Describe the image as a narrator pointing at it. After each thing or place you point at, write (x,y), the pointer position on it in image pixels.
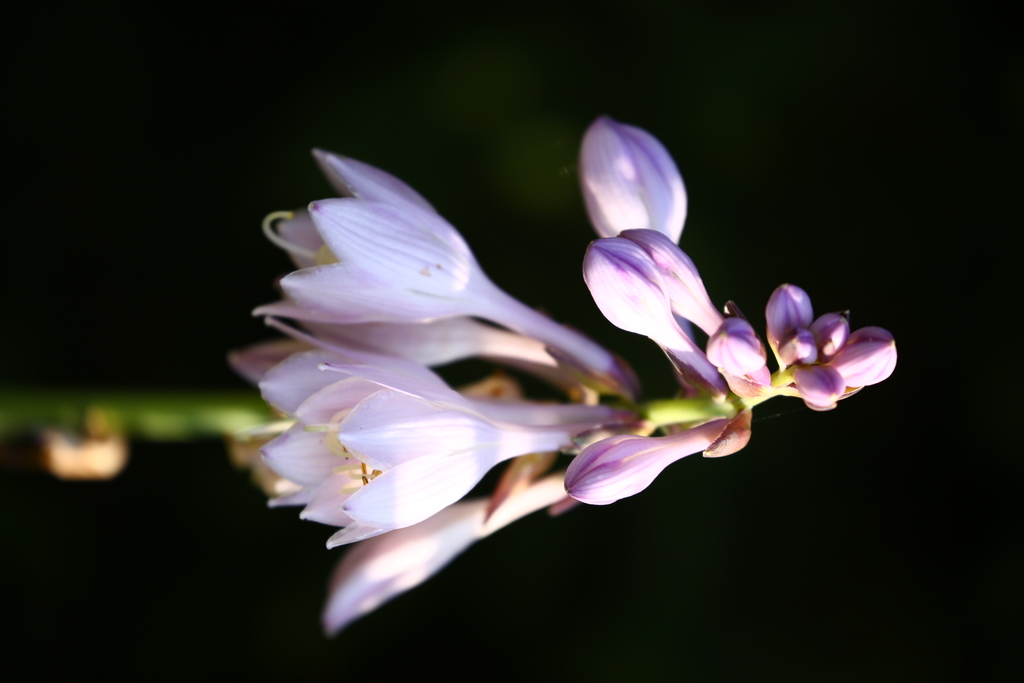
In this image we can see flowers (503,312) and buds (613,304) to the stem (746,406) of a plant (590,389).
